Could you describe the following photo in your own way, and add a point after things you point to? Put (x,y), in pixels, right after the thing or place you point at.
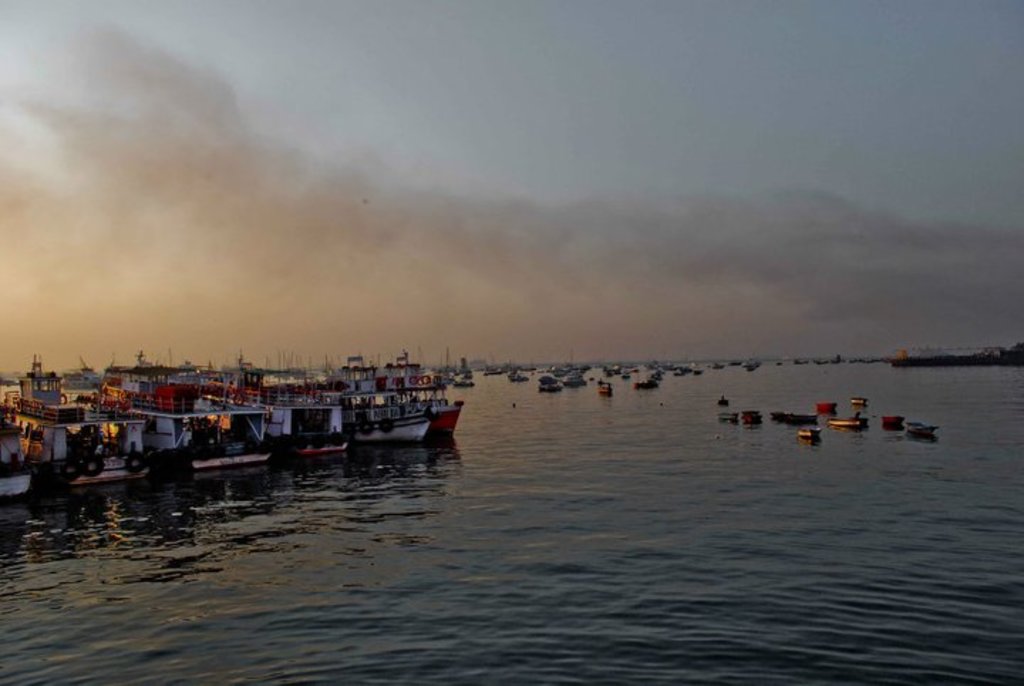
There are many boats (884,418) on water (489,475) and the sky (429,262) is a bit cloudy.
